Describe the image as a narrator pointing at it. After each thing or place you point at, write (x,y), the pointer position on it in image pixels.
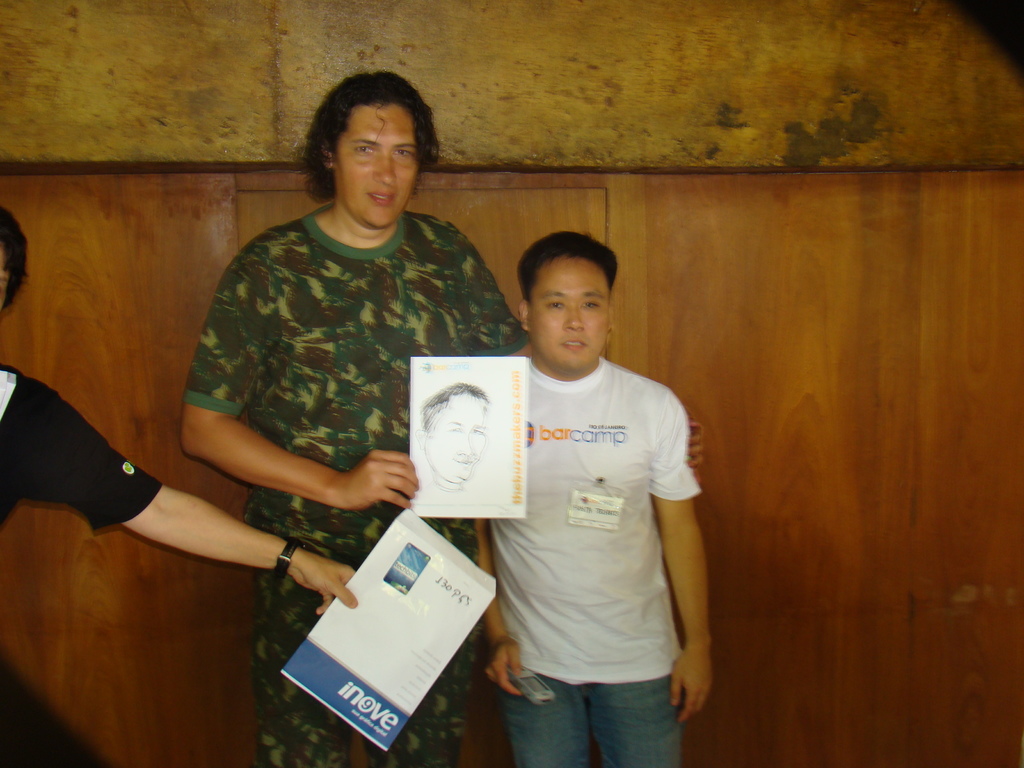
In this image in front (615,419) there are three people (349,510) holding the papers (524,456). Behind them there is a wall (155,75).
